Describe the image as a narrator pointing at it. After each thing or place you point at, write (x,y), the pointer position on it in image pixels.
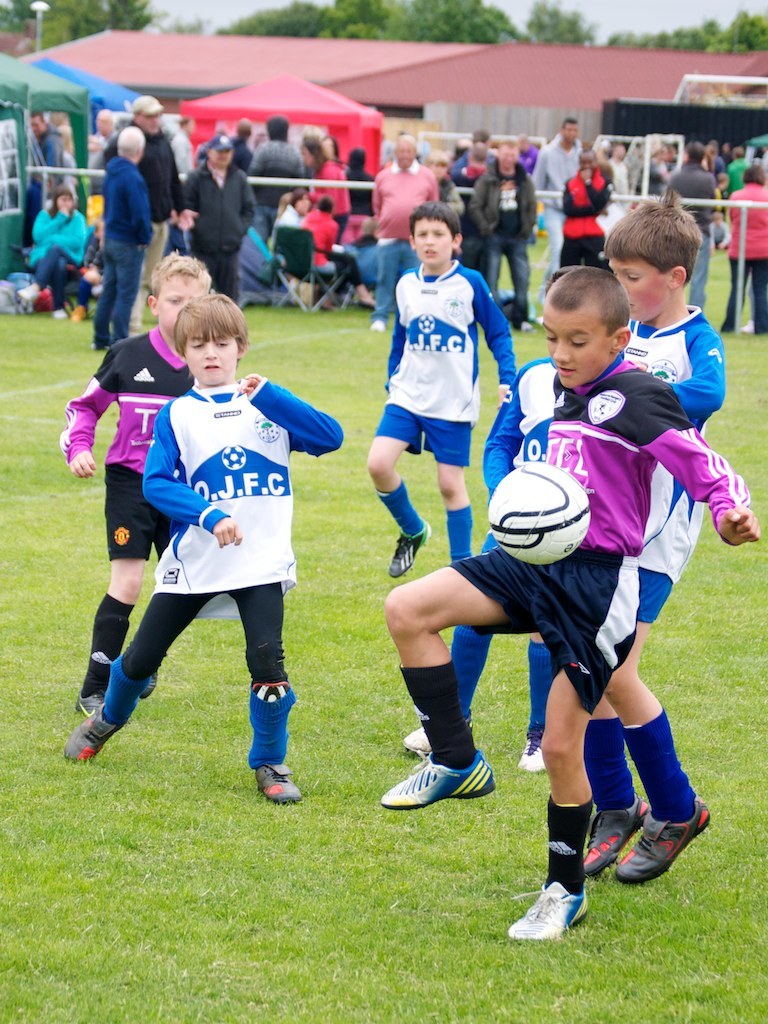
In this image I can see a group of people (402,410) playing a game with ball (494,510) and I can see tents (96,116), crowd of people (587,179) and trees (372,7) at the top (365,215).
